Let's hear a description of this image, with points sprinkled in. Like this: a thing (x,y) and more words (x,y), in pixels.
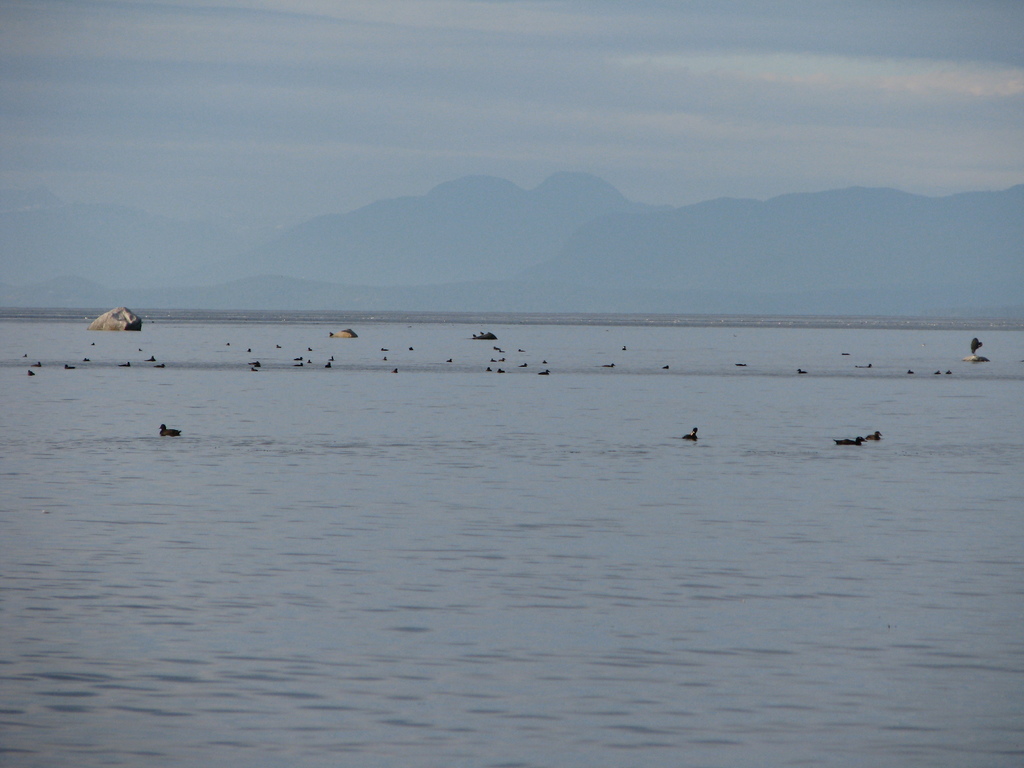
In this image, we can see a sea (154,496) with few birds (162,428). Background (894,235) we can see few mountains (669,236). Top of the image (620,135), there is a sky (468,128).
